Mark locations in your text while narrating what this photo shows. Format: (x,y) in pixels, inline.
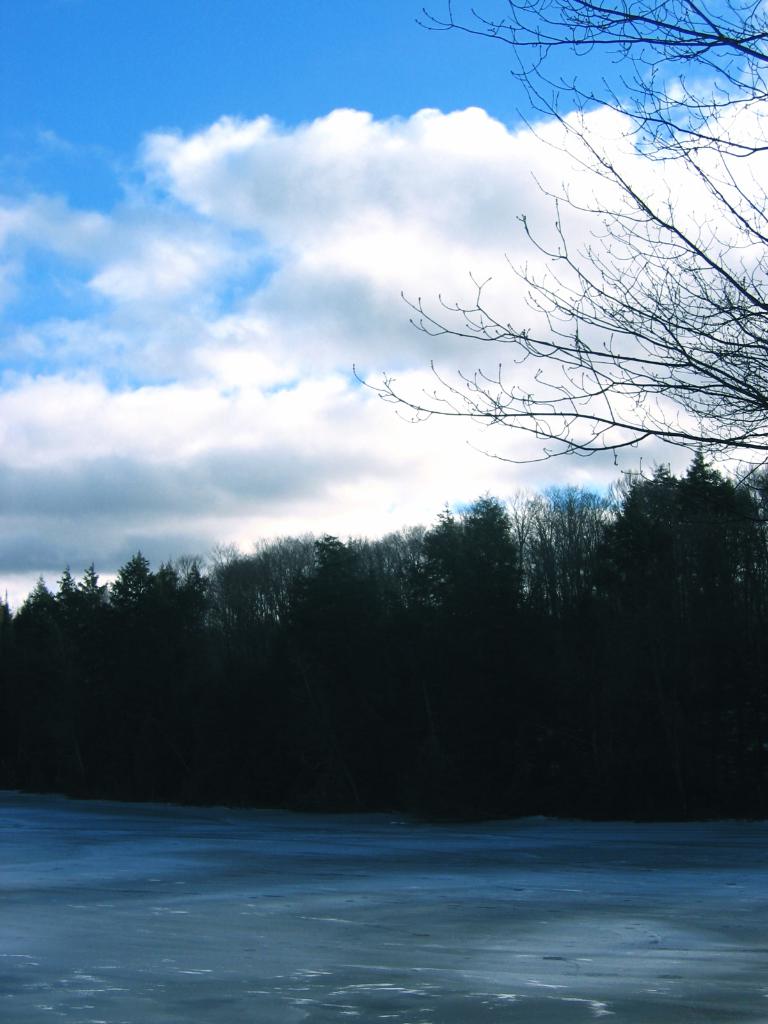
In this image I see the water (394,891) over here and in the background (336,733) I see the trees (76,728) and I see the sky (518,182) and I see that it is a bit cloudy over here.
